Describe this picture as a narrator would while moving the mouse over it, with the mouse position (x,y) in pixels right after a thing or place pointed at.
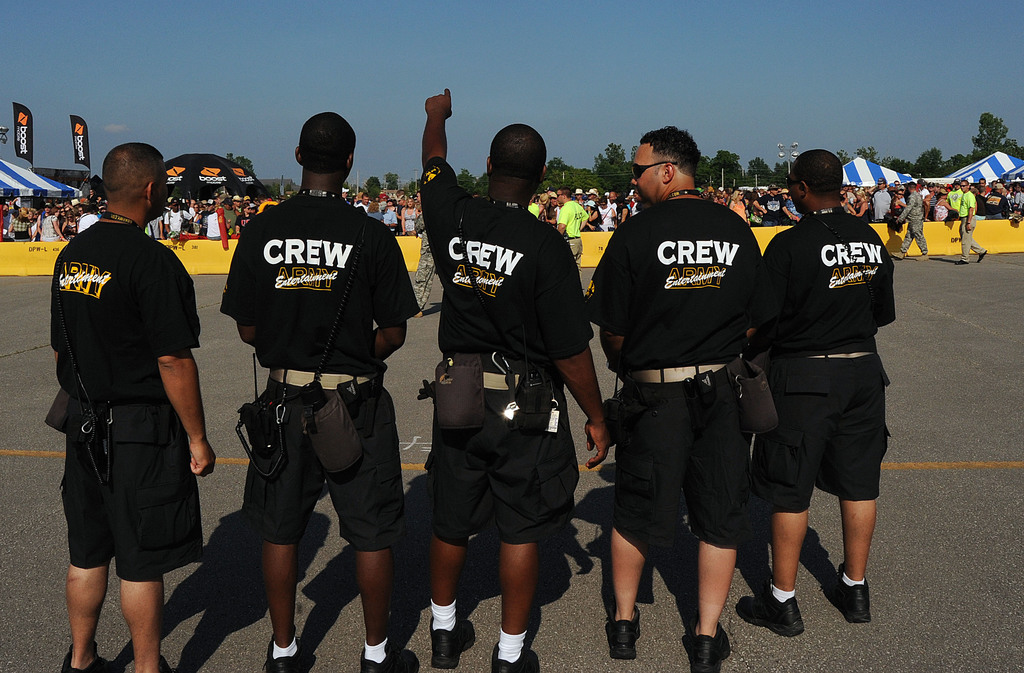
In this image in the front (398,317) there are persons (546,351) standing. In the background (539,201) there are persons (552,208) walking and standing and there are tents (867,186) which are black and blue and white in colour and there are trees (715,172) and poles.
